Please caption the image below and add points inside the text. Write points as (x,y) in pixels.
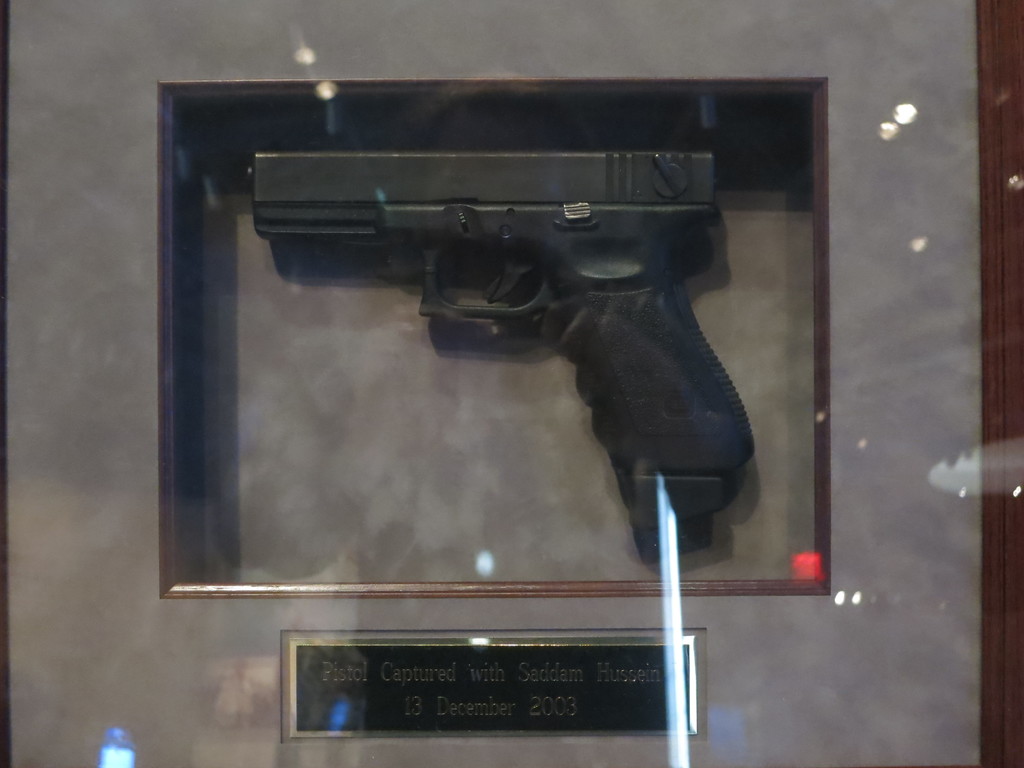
This picture shows a gun (651,329) in the glass box (72,70) and we see a board (460,646) with some text (451,699) on it.
